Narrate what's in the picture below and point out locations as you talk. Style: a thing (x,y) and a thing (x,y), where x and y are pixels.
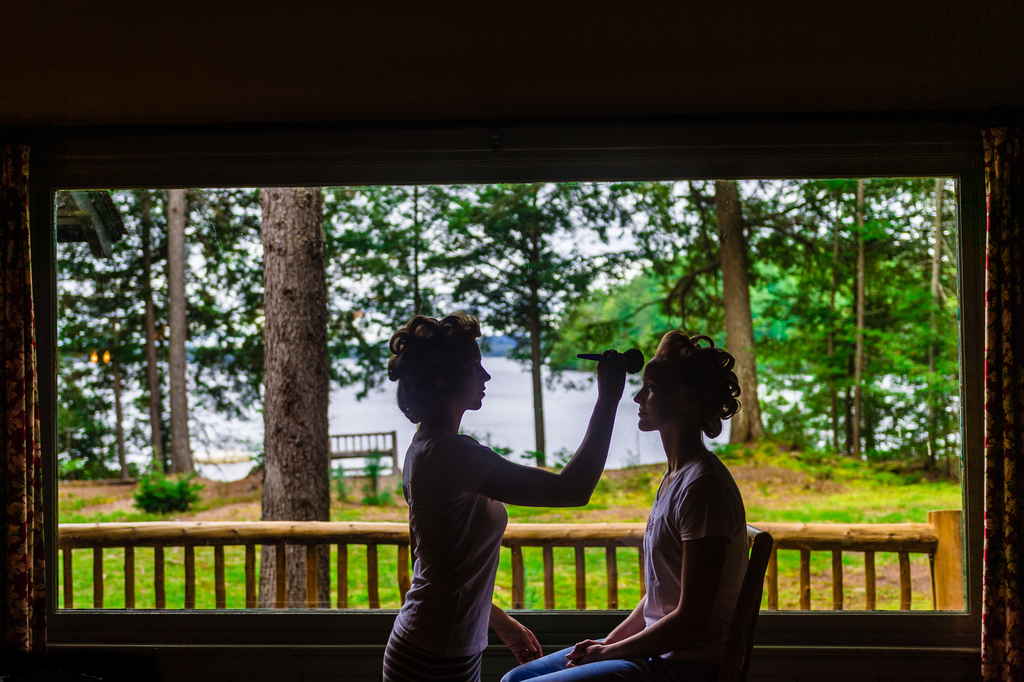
In this picture we can see two people (527,650) and in the background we can see a fence (216,602), trees (770,383), water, bench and the sky (905,234).
